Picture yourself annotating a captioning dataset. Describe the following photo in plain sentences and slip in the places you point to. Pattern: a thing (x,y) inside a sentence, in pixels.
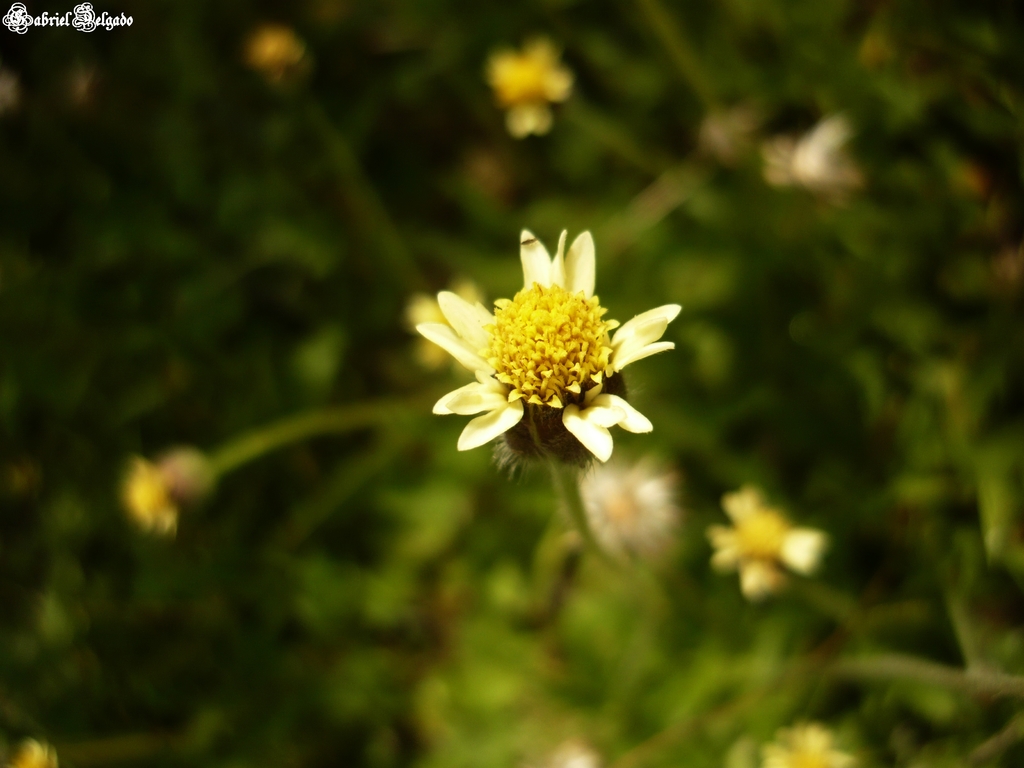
In this picture, we see the plants (485,592) which have flowers (513,375). These flowers (488,392) are in white and yellow color. In the background (473,532), we see the plants (655,481). This picture is blurred in the background (6,400).
